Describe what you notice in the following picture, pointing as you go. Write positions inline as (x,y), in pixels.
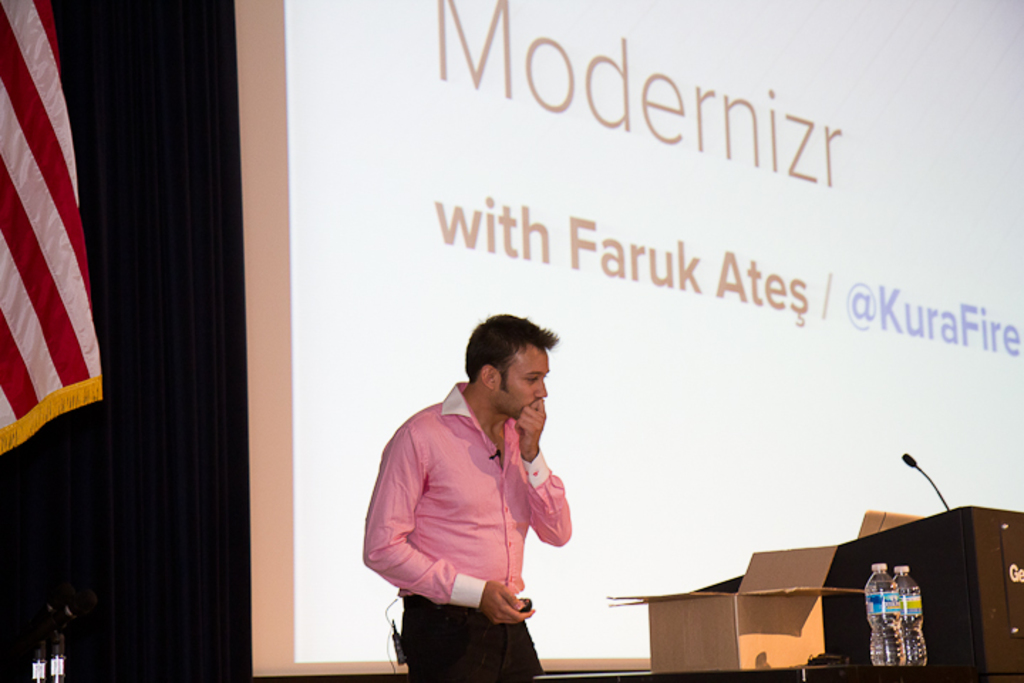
In this image we can see a person (476,525) standing beside a table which contains a cardboard box (745,668) and two bottles (873,607) on it. On the right side (715,586) we can see a speaker stand (935,620) with a mic (912,465). On the backside (432,383) we can see the projector (324,454) and the flag (33,353).
